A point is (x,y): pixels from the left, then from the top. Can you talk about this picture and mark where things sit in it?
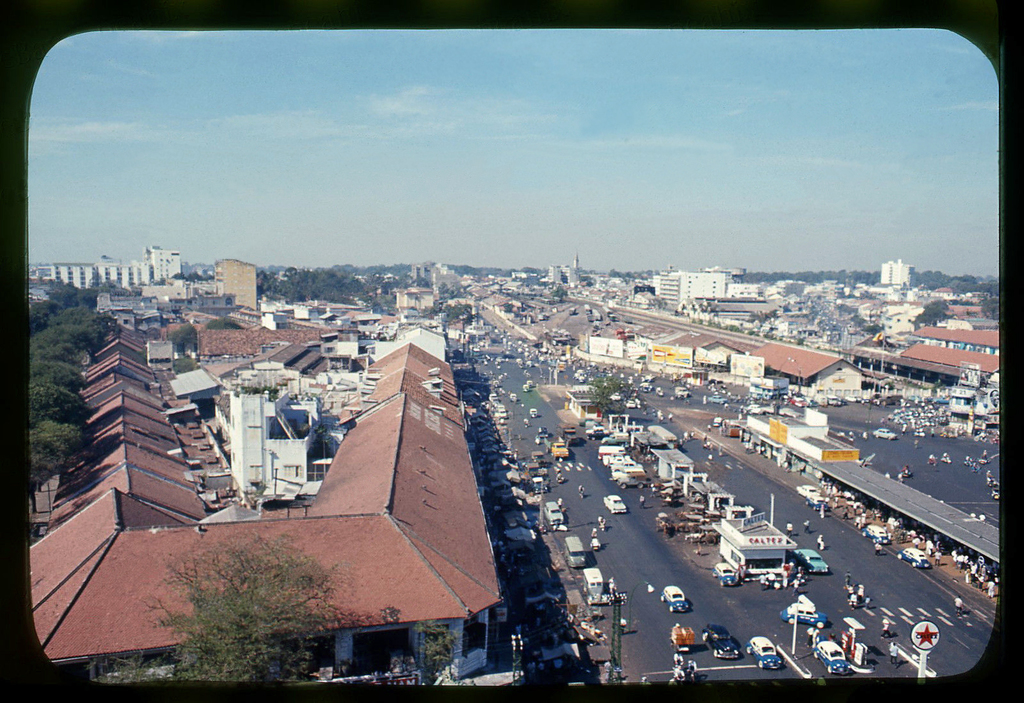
This picture shows the aerial view, many signboards (931,646), so many buildings (157,332), so many trees (375,280), There are so many people (776,584), so many vehicles (487,356) on the road (608,607) and some vehicles (753,643) are parked. At the top (387,205) there is the sky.
